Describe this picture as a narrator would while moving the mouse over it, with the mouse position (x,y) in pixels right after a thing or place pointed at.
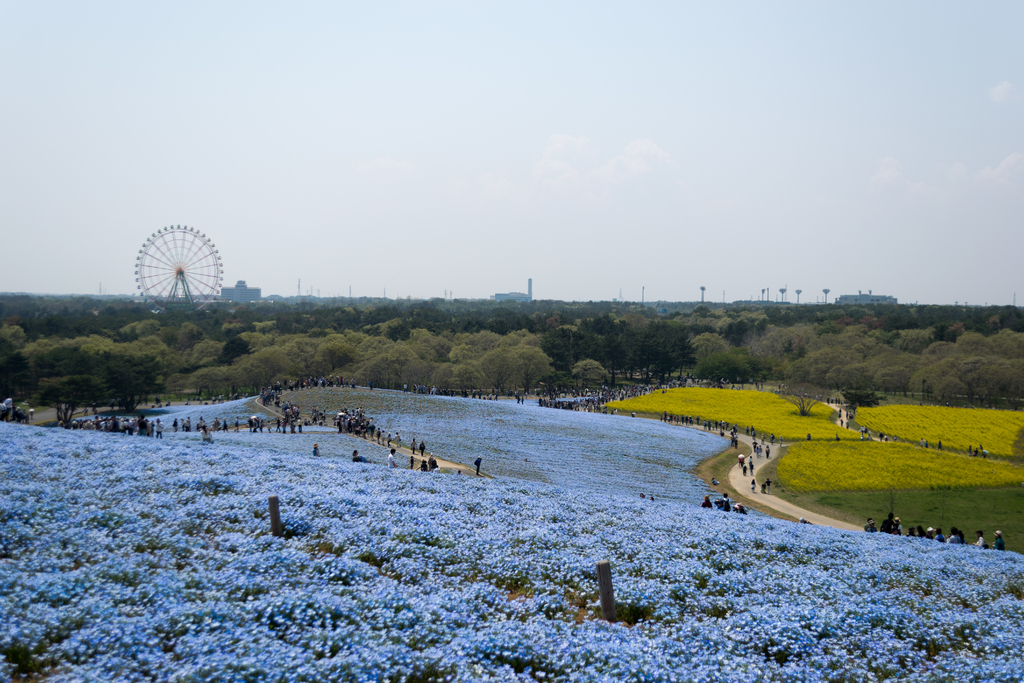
In this image we can see plants (477,578), flowers (501,522), grass (1018,503), giant wheel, trees (317,367), and people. In the background (853,286) we can see buildings (250,293) and sky (548,149).
